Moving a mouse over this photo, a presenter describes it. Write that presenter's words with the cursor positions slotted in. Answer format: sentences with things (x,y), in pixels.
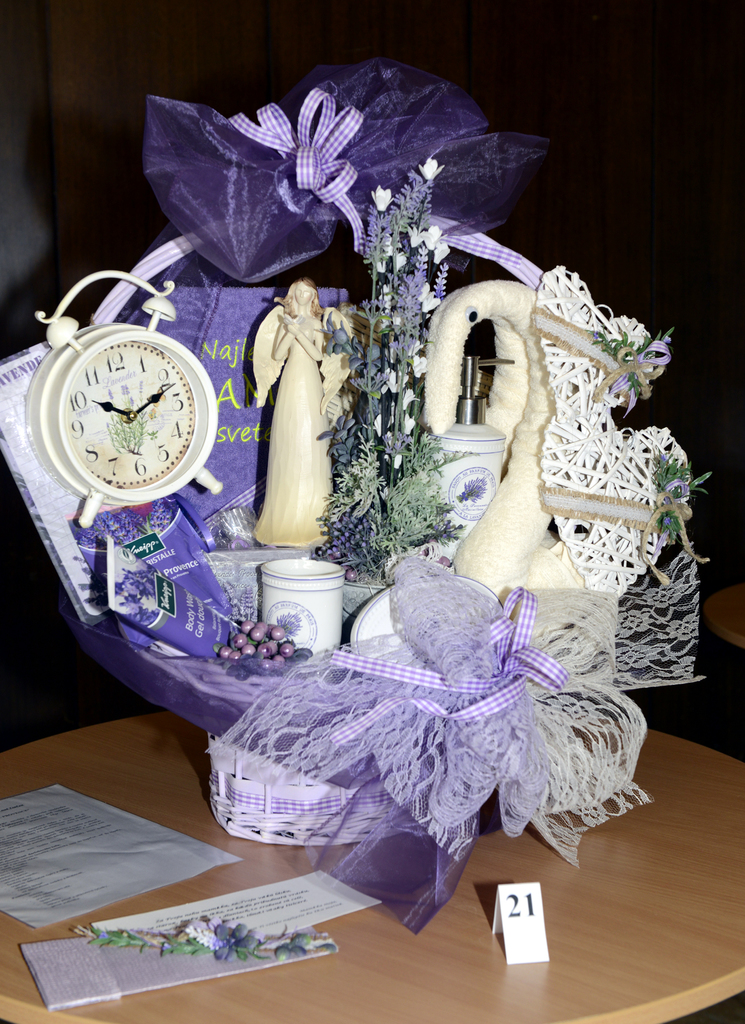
In this image there is a wooden surface (457,898). On that there are papers (129,864) and a basket (283,795). On the basket (219,794) there are clothes (398,662), papers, ribbons (448,716), flowers (346,548), statue (254,372) and a clock (118,455). In the background (551,91) it is dark.
